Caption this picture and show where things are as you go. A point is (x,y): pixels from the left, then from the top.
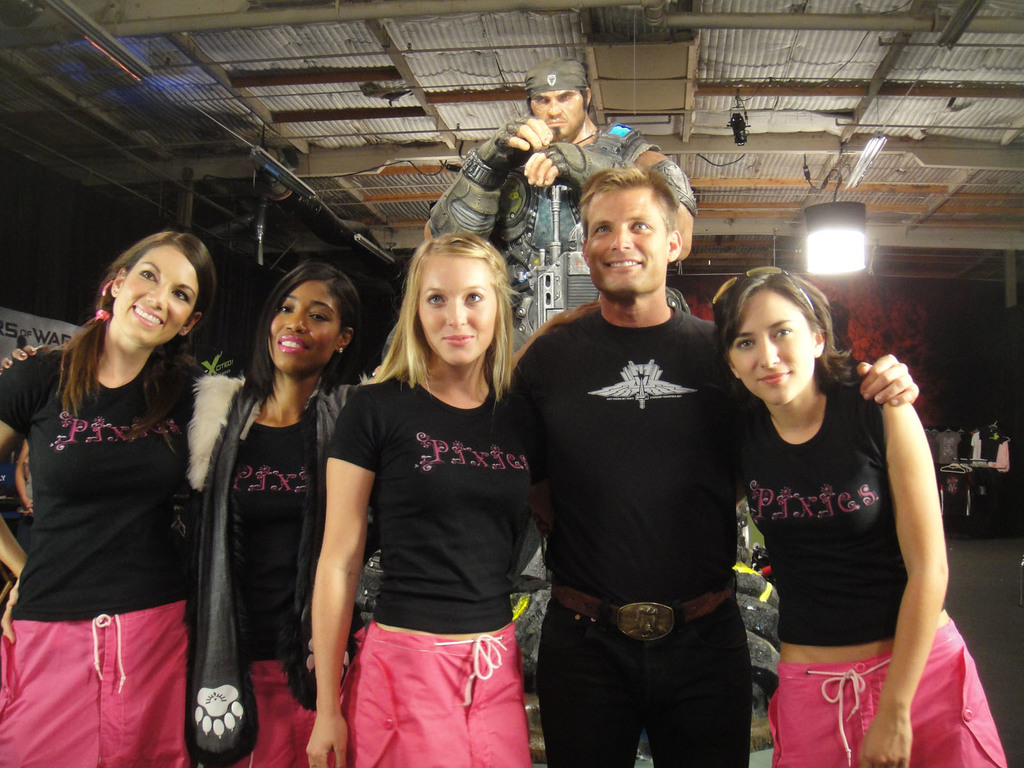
In the center of the image (572,325) there are people (122,282) standing wearing black color dress (568,355). In the background of the image (497,236) there is a depiction of a person (583,168). At the top of the image (773,31) there is a roof (170,100).
